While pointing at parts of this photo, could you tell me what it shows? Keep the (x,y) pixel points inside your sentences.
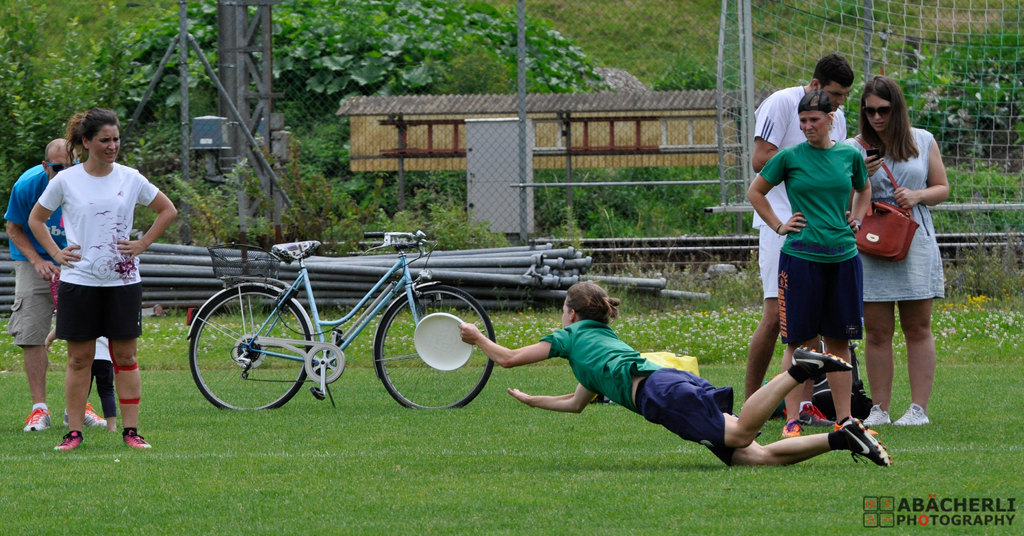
In this picture can see trees (78,84) and a metal fence (520,62) and I can see few metal poles (369,262) on the ground (520,316) and I can see few people (861,199) standing and a woman (869,179) holding a handbag (882,231) in her hand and another woman (694,384) is holding a flying disc (434,337) in her hand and I can see a bicycle (306,369) and text (927,506) at the bottom right corner of the picture (919,514) and I can see grass (455,469) on the ground (506,464).
